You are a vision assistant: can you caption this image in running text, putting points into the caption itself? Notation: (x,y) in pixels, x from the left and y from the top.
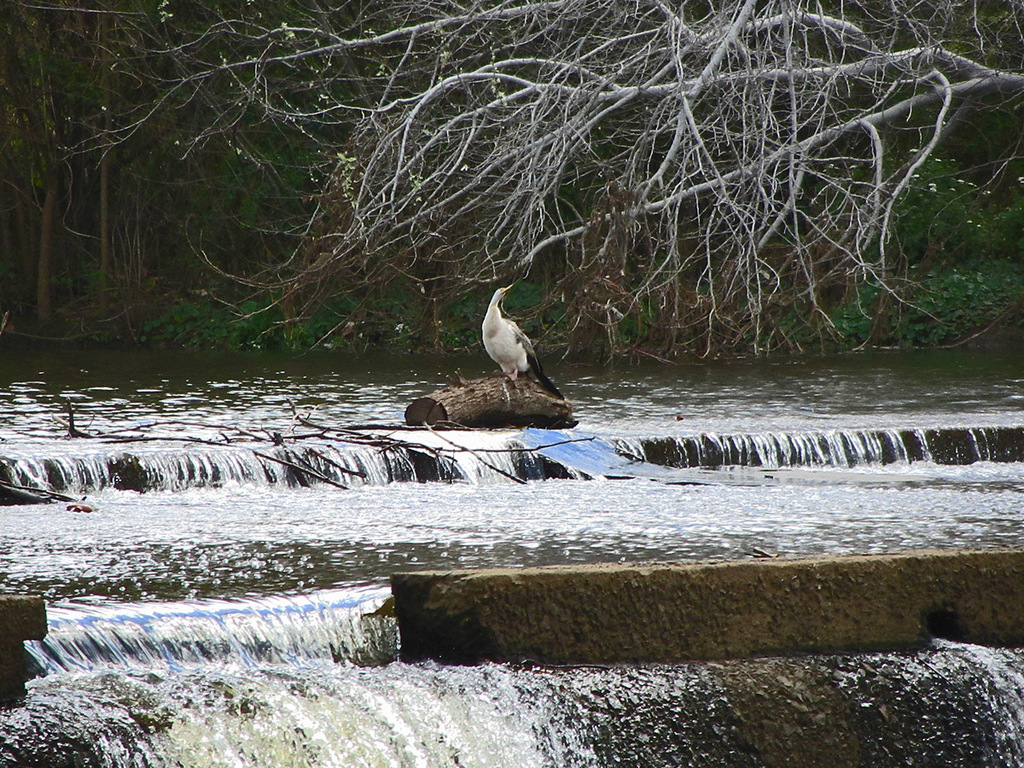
In this image, there is water (432,511), at the middle (503,353) there is a bird (509,367) sitting on a tree trunk (515,407), there are some trees (510,67).
